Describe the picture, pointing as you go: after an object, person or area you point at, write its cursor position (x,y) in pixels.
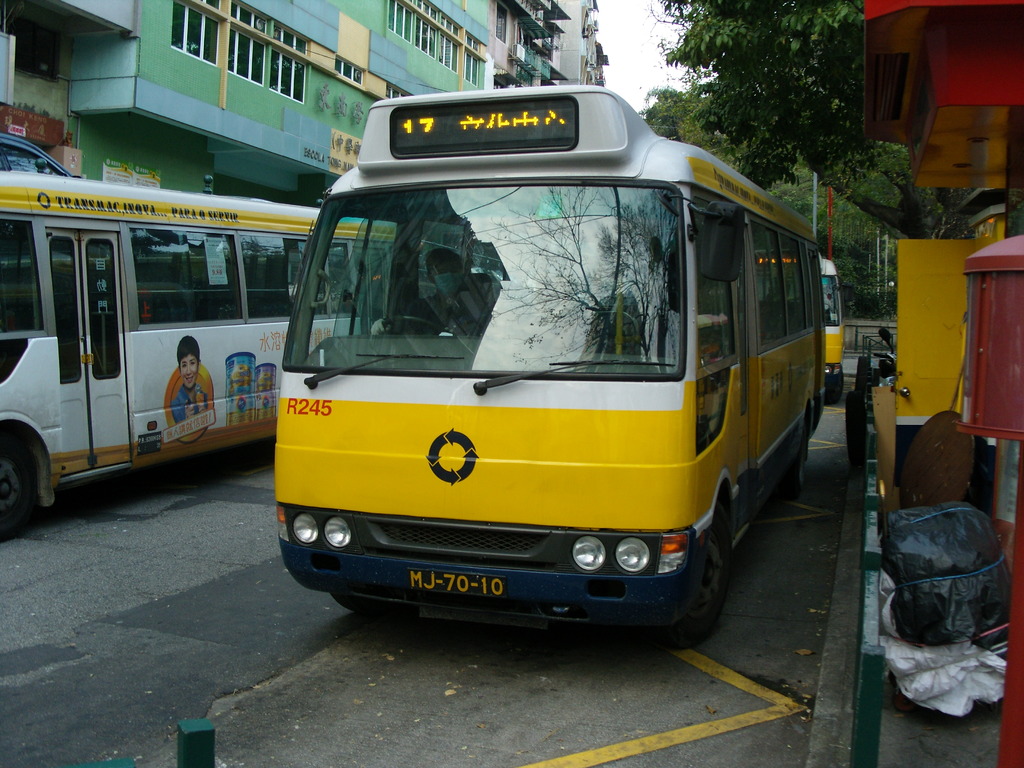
In this image, we can see buildings (352,117) and buses (315,274). There are trees (825,27) in the top right of the image (756,68). There is a tarpaulin (950,564) in the bottom right of the image (919,696). There is a door (943,327) on the right side of the image (922,364).
